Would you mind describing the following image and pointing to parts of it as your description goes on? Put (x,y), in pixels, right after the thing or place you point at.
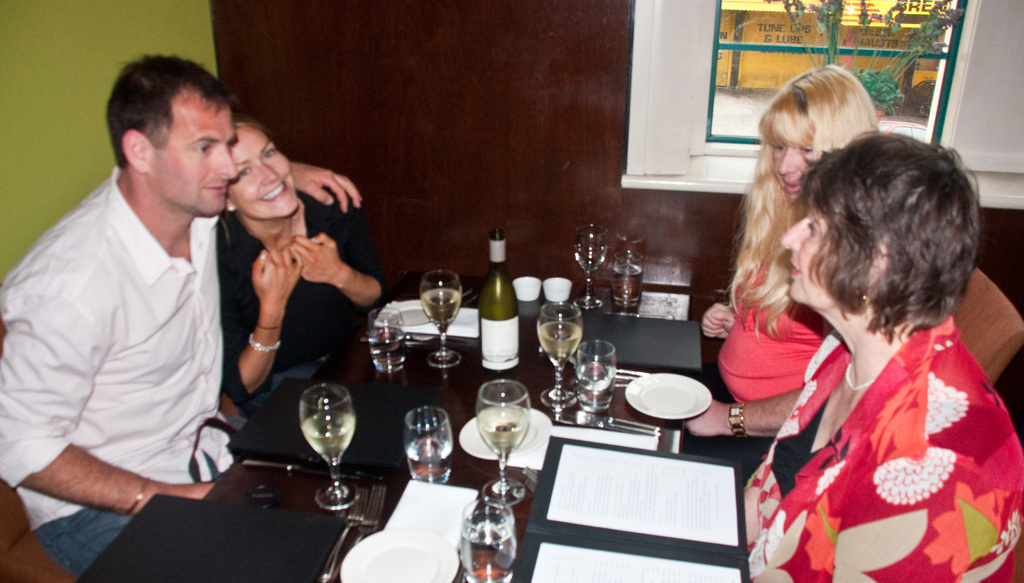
In this image there are four people (236,280), who are sitting. On the right side (853,328) there are two women (830,381) who are sitting, on the left side (212,270) there are two persons (166,312) who are sitting and in front of them there is one table (296,508) and on the table (552,478) there are some glasses (555,388) and bottles (493,304) and books (600,475) are there. And some spoons (593,420) are there on the table (546,368) on the top of the image (381,47) there is one wall (384,68) on the top of the right corner (822,37) there is one window (798,37) and one plant (874,71).
